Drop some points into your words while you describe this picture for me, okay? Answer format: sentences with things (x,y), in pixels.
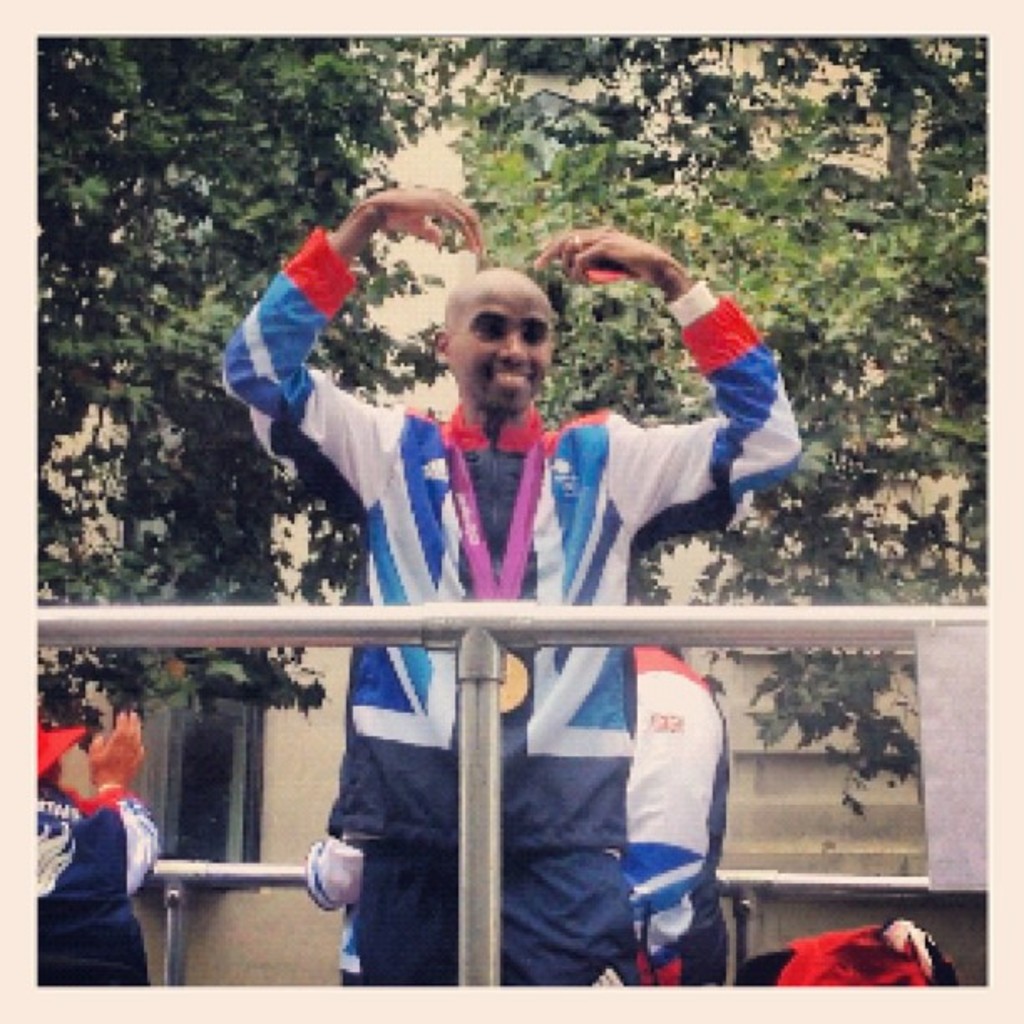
In this image we can see some people (405,734) standing. We can also see some metal poles (484,718), a wall (743,857) and some trees (788,686).
